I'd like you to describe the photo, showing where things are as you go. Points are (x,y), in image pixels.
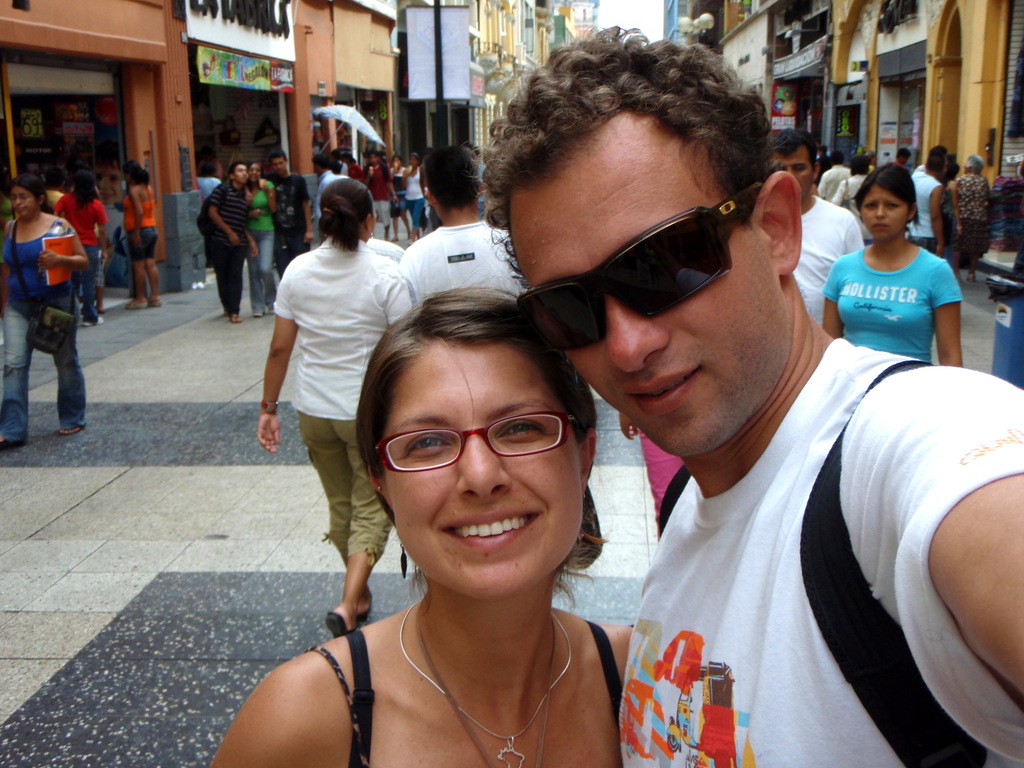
In the picture I can see a woman (452,632) wearing spectacles (506,453) and man (731,558) wearing white color T-shirt (755,530) and glasses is carrying a bag (853,655). In the background (659,536), we can see many people (377,265) are walking on the road (113,413) and I can see boards (453,63), light poles (701,27) and buildings (370,103) on the either side of the image.
